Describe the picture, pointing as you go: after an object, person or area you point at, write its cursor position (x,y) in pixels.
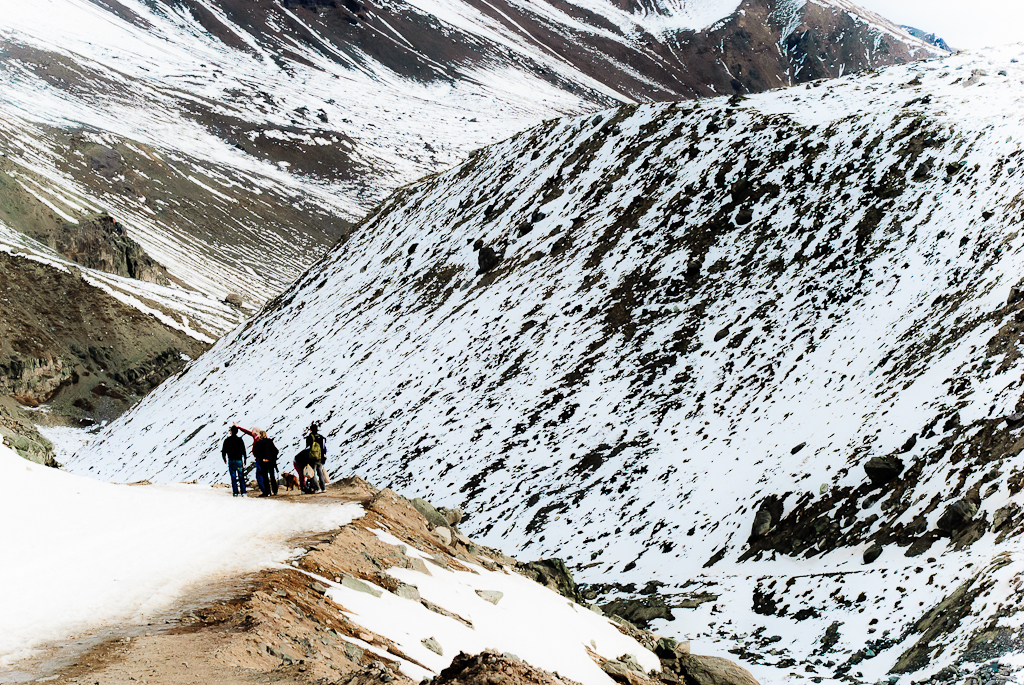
On the left side (262,437), there are persons (268,445) on the road (297,501), on which there is snow (96,521). In the background (770,117), there are mountains (857,109), on which there is snow (908,271).
